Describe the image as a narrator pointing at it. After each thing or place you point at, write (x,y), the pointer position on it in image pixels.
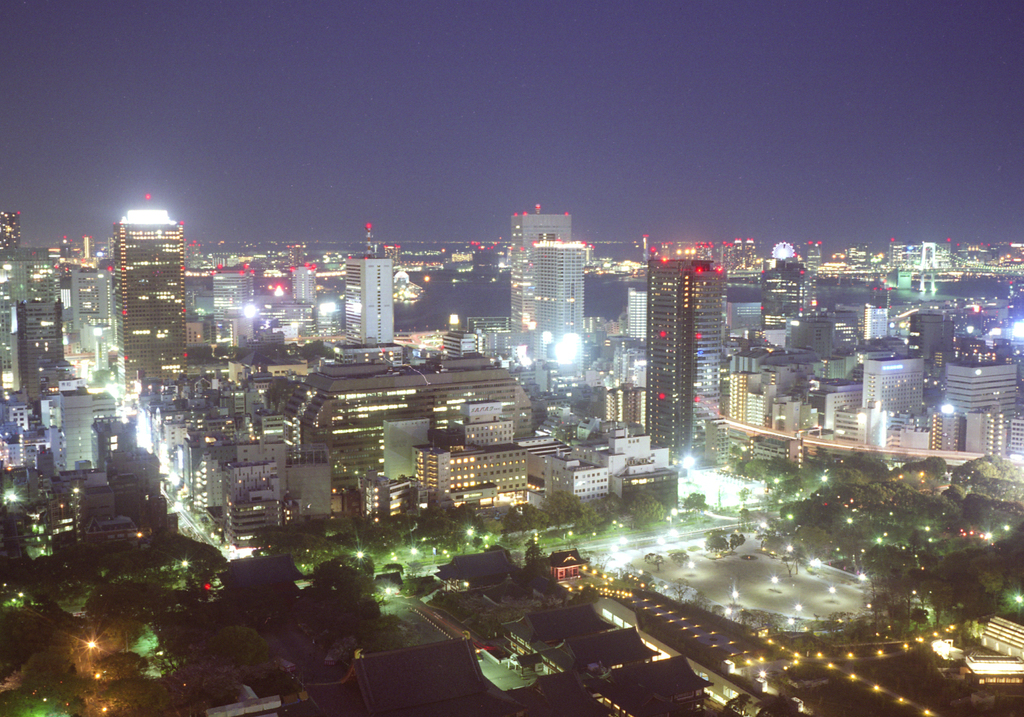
In the foreground of the image (434,656) we can see houses (460,665) and lights (852,674). In the middle of the image (641,313) we can see tall buildings (815,332). On the top of the image (415,133) we can see the sky (490,129).
